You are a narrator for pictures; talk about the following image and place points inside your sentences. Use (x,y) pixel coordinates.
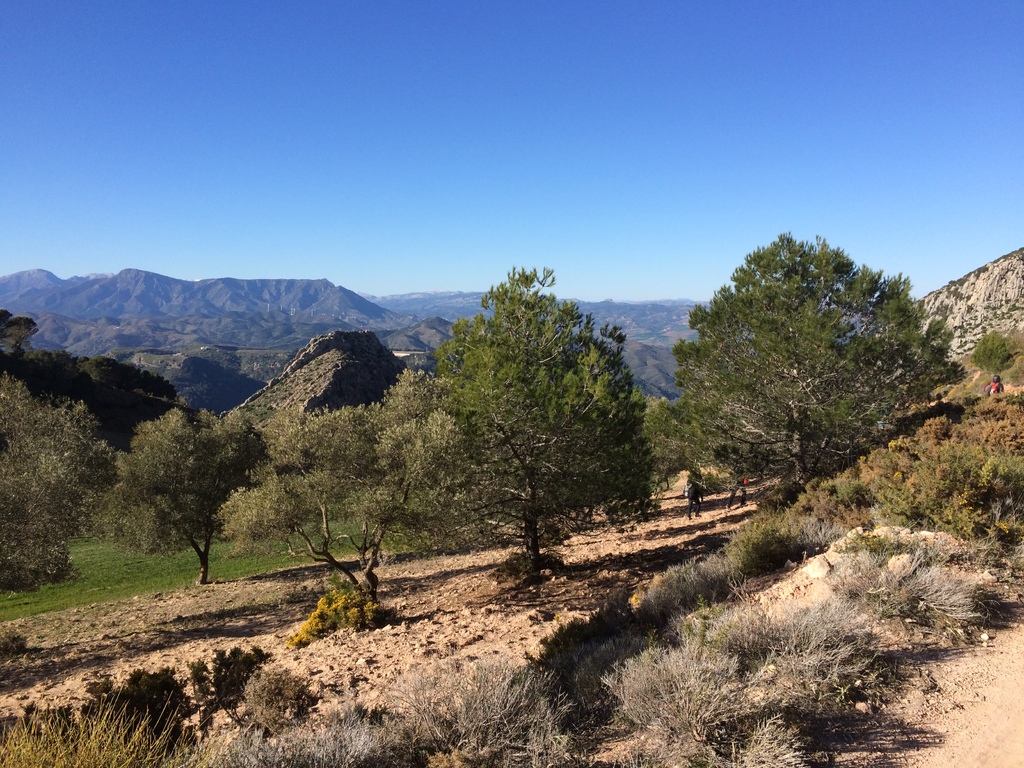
In this picture there are mountains (992,291) and trees (837,443) and there are three people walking behind the tree (802,424). At the top (631,207) there is sky (672,218). At the bottom (753,654) there are plants (772,648) and there's grass (112,559) on the ground (943,664).
